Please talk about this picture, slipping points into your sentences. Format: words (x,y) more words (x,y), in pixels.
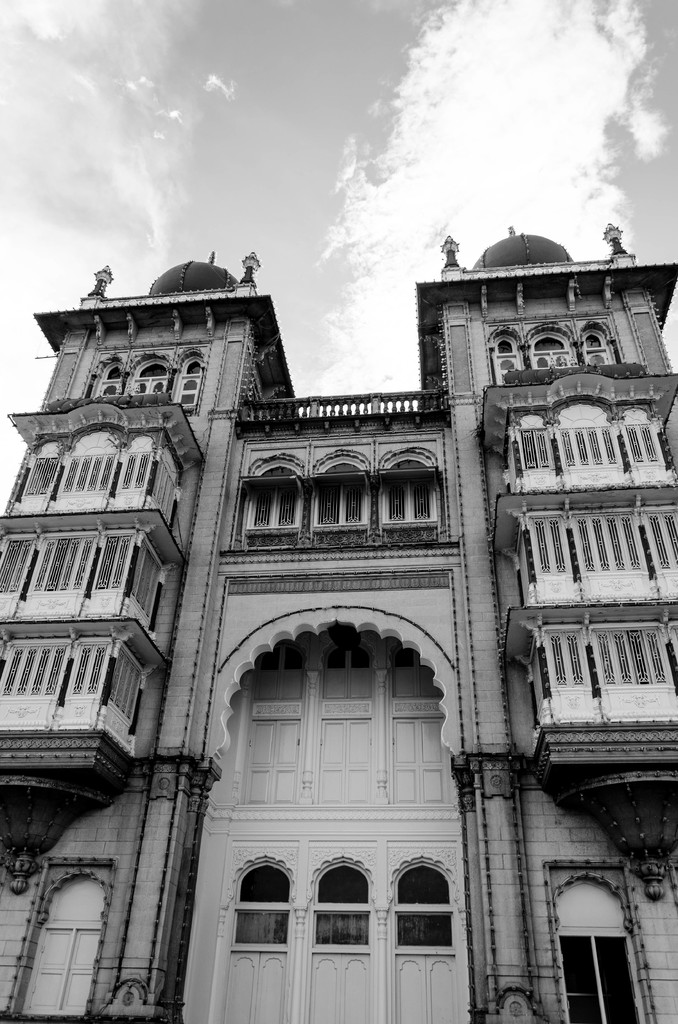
In the foreground of this black and white image, there is a building (325,577). At the top (297,105), there is the sky (297,85) and the cloud (580,95).
